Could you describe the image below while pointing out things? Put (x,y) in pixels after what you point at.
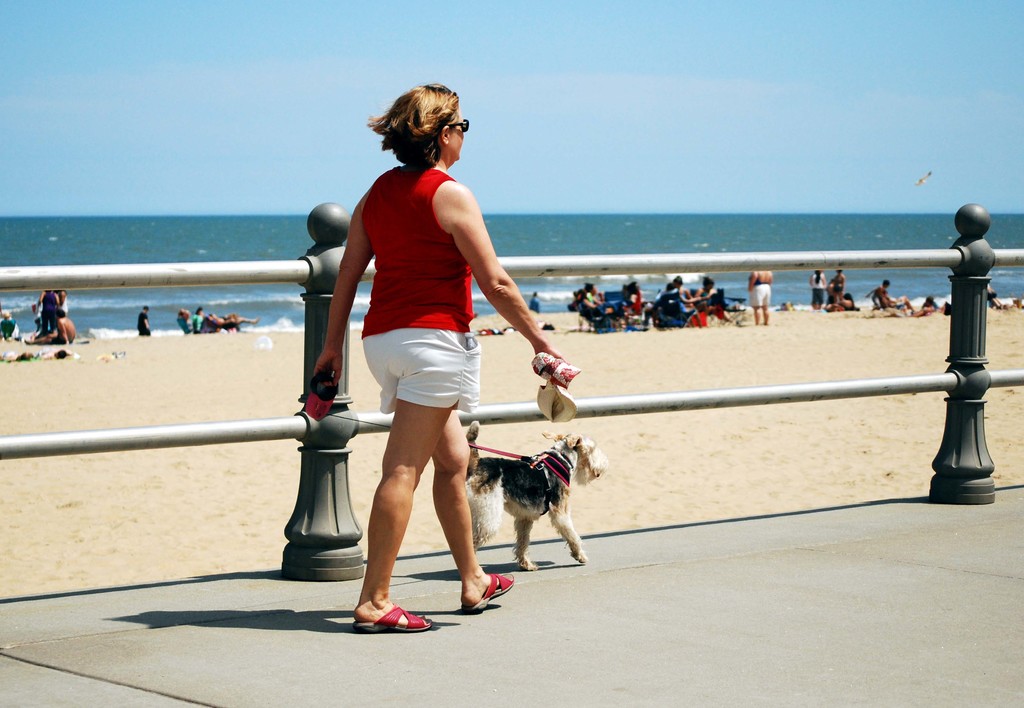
A picture of a beach (513,347). This woman (428,123) is walking, as there is a leg movement. Beside this woman (386,487) there is a dog (475,540). Far few persons (695,296) are sitting and few persons (759,302) are standing. This is a sea (238,257). Sky (768,95) is in blue color.
